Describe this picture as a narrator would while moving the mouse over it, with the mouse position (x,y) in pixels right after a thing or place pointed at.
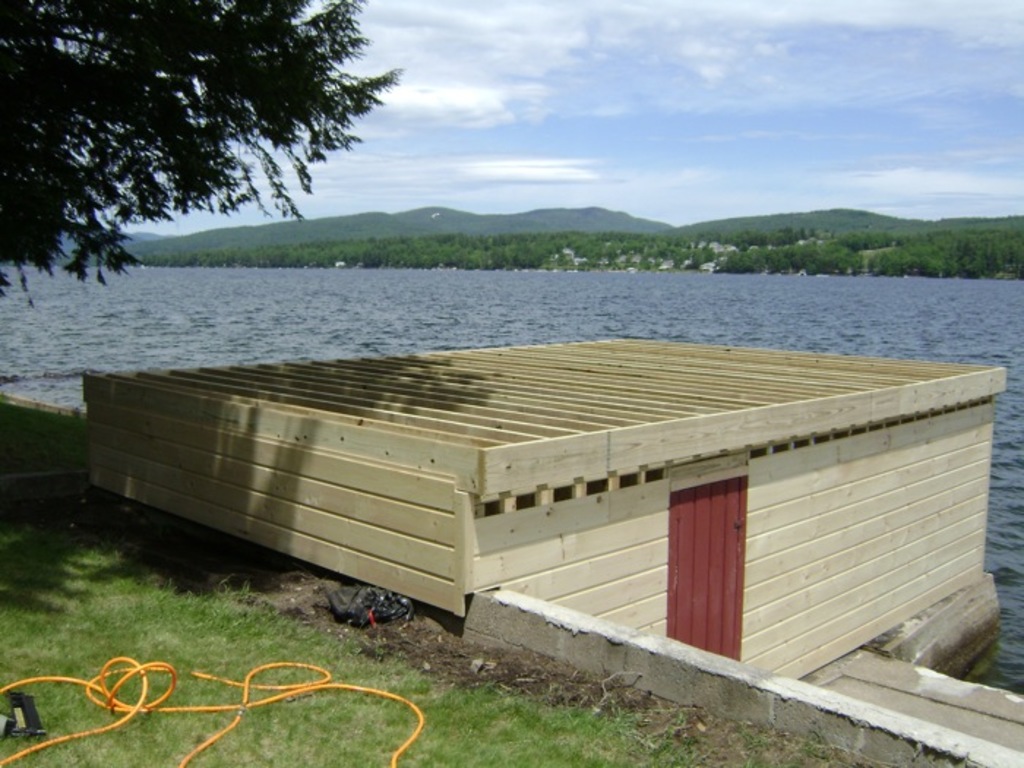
In this picture, we can see a house (711,500) made of wooden planks (838,589), and we can see the ground (346,630), grass (332,641), water (499,276), plants (383,645), trees (204,189), mountains (785,217) and the sky (609,80).
